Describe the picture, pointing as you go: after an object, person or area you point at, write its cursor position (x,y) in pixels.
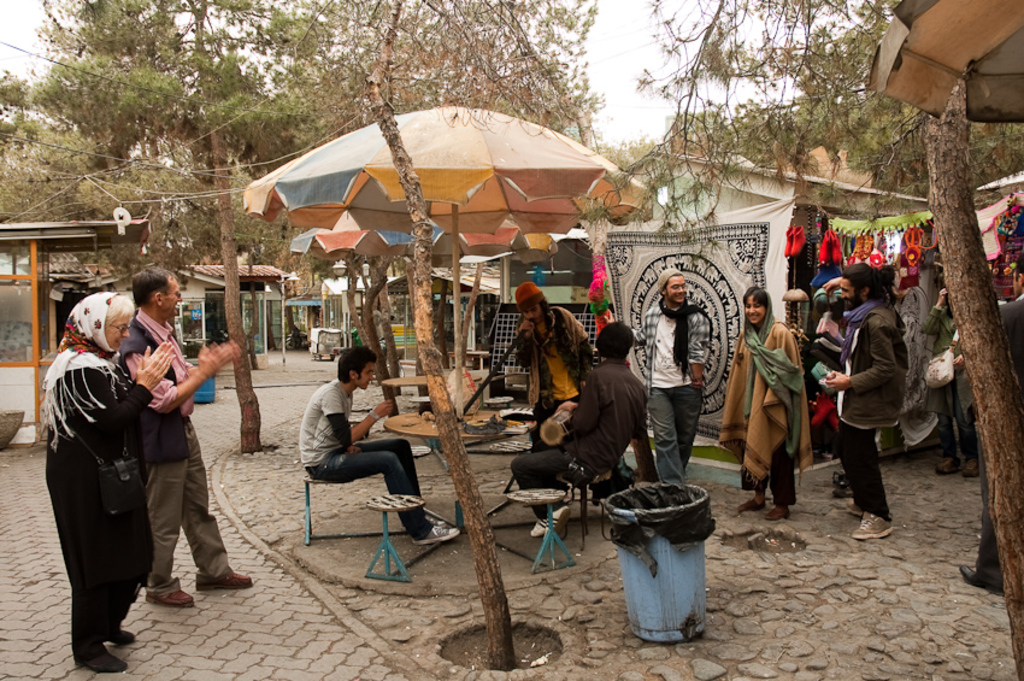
In this image we can see there are a few people (577,417) sitting on the chair (496,445) and a few people (534,328) standing and holding objects (561,416). And we can see the table (424,428), on the table (477,438) there are covers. And at the back (775,158) we can see the cloth (660,242), dustbin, umbrella (632,192), houses (819,194), trees (126,140) and the sky (624,113).
